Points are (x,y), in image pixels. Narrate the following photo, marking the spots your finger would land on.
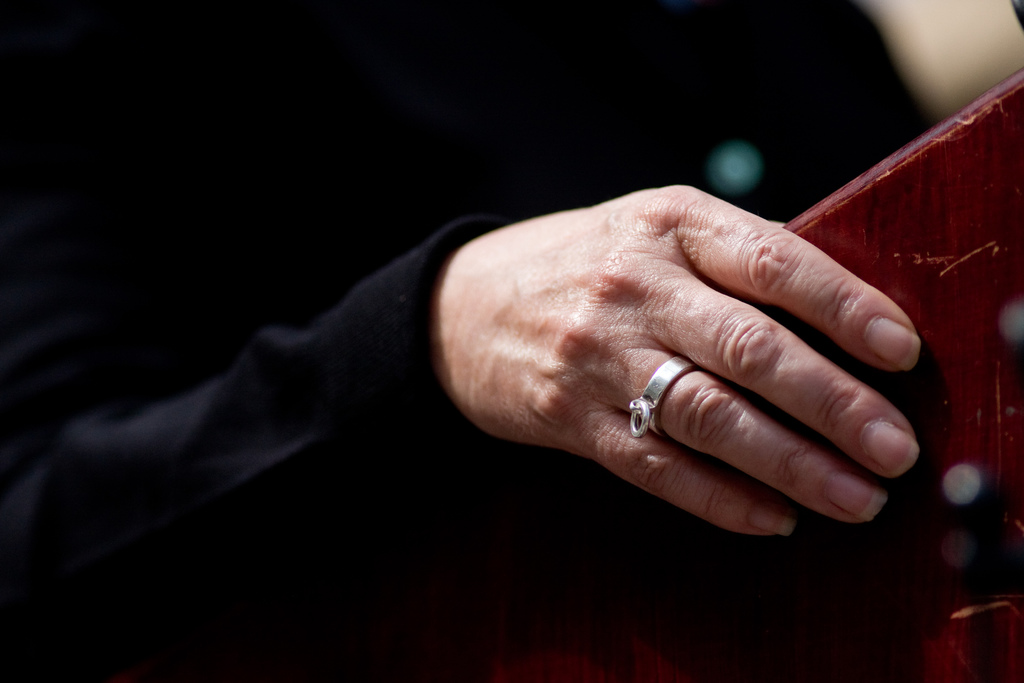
In this image, I can see a person's hand (589,359) holding an object (921,358). The background (691,158) looks dark.
